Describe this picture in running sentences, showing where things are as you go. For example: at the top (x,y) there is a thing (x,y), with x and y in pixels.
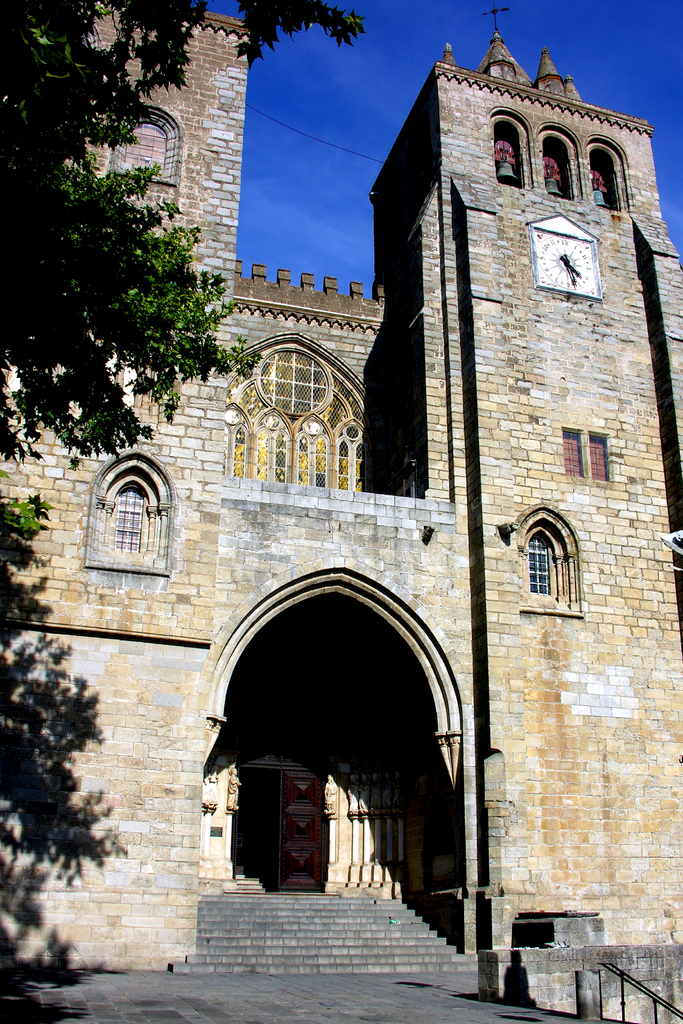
In this image in the front (90,379) there are leaves (84,143). In the background (340,555) there is a castle (305,655) and there is a clock (551,280) on the wall (596,313) of the castle (623,292), there are steps (318,936) and on the right side (631,985) there is a railing (623,996) and the top there is sky (365,136).
